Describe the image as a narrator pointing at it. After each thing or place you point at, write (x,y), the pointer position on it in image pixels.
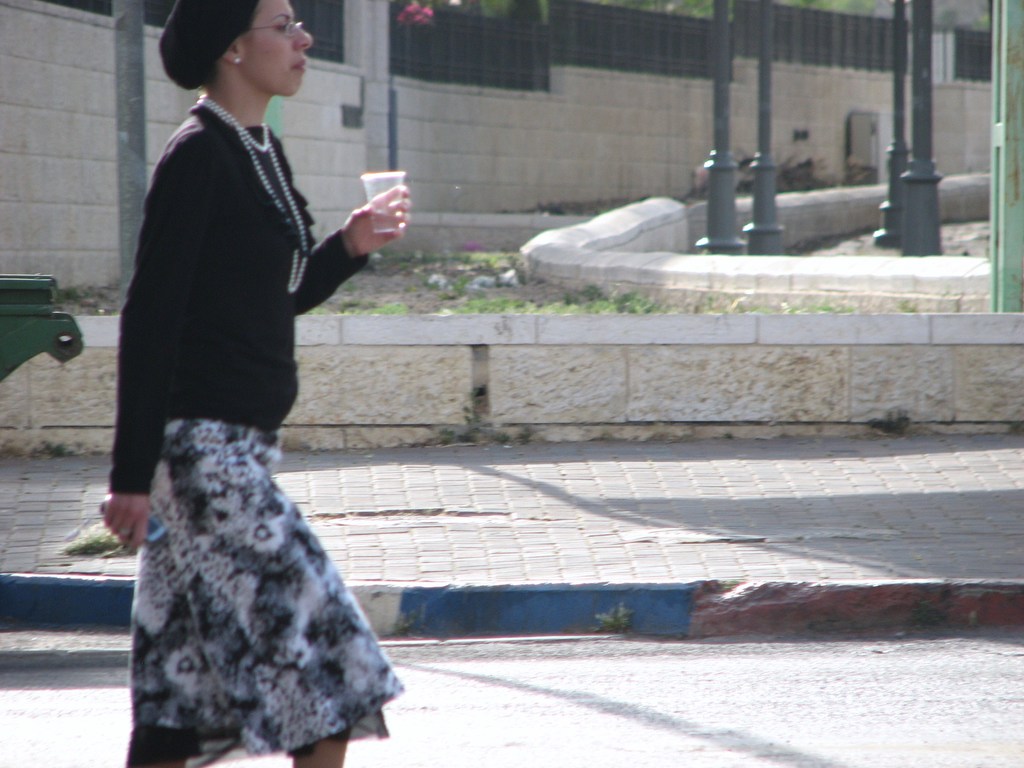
In this picture, we can see some plants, flowers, a person (177,764) holding glass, road (118,738), path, poles (761,82), wall (521,92) with fencing (614,47) and we can see some object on the left side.
